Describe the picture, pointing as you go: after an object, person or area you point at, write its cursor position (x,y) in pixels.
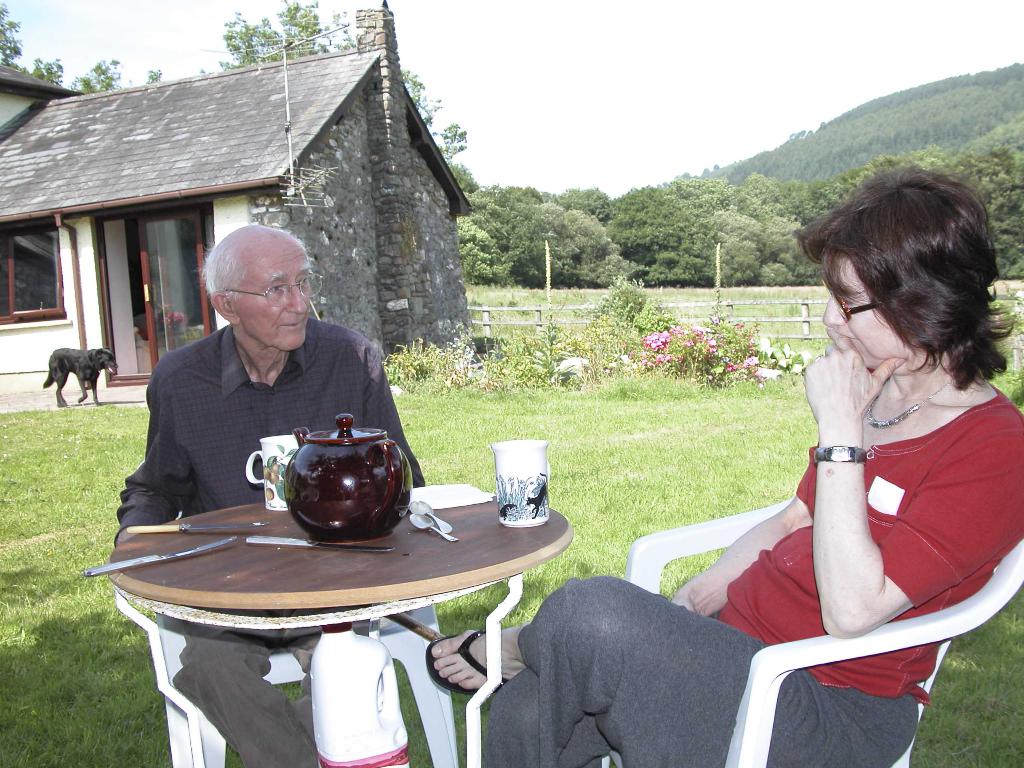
In the picture there are two people (371,371) sitting opposite to each other there is a table (331,619) in between them there is a teapot (345,491), few knives (302,542) and cups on the table (484,528) behind them there is a house (112,216) and dog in front of the house (80,298), in the background (633,398) there is a grass (653,449), bushes (674,320), trees (713,221), a hill (912,100) and sky (675,67).
